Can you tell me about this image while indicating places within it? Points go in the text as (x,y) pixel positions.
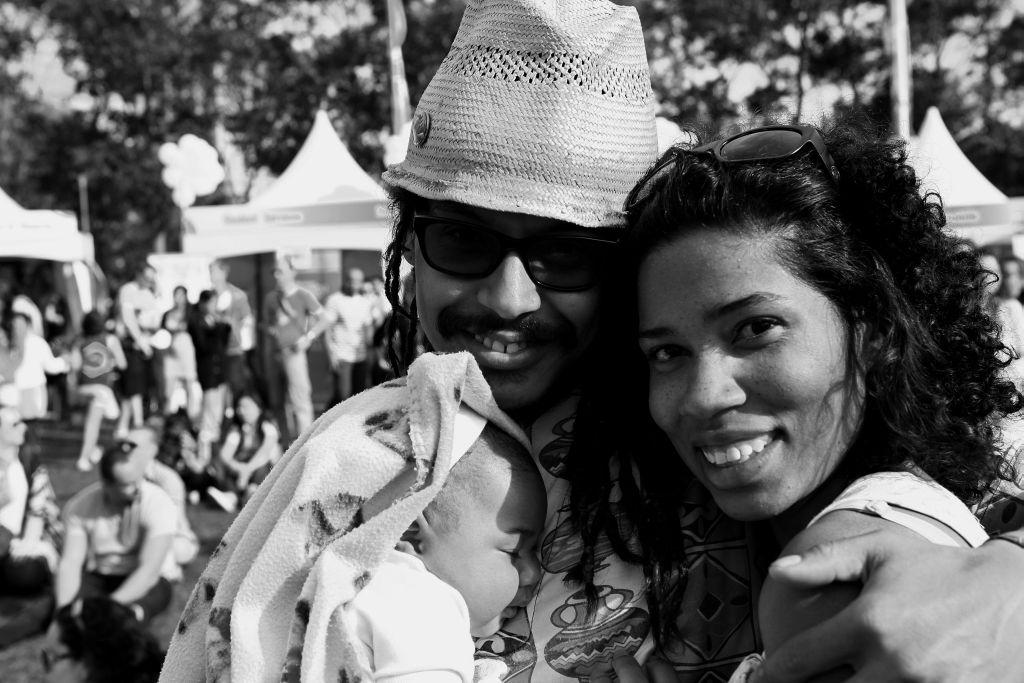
In this picture I can observe a man (577,306), woman (807,209) and a baby (449,563). The man (475,254) is holding a baby (411,561). Both of them are smiling. This man (497,312) is wearing a hat (454,183) and spectacles (485,236). In the background (231,408) there are some people (192,420) standing and sitting on the land (59,456). I can observe some trees (359,74) in the background (442,58). This is a black and white image.
